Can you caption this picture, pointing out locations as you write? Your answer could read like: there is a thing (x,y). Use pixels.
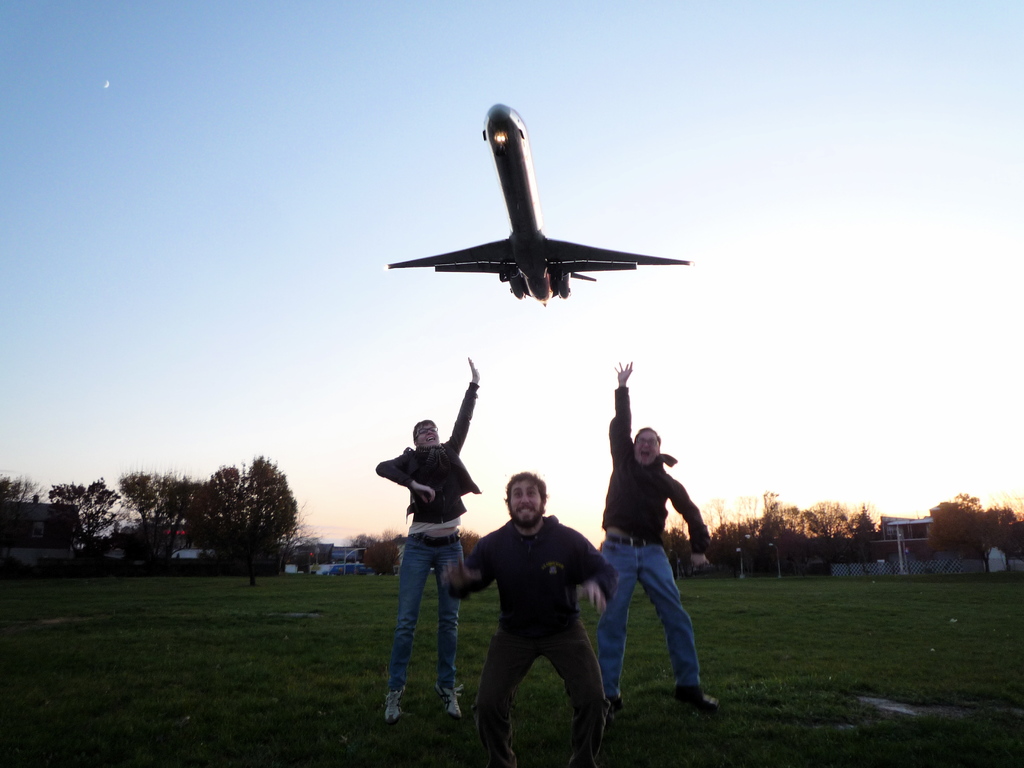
In this image there are three persons (494,763), and in the background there are trees (158,482) and an airplane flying in the sky (661,7).
